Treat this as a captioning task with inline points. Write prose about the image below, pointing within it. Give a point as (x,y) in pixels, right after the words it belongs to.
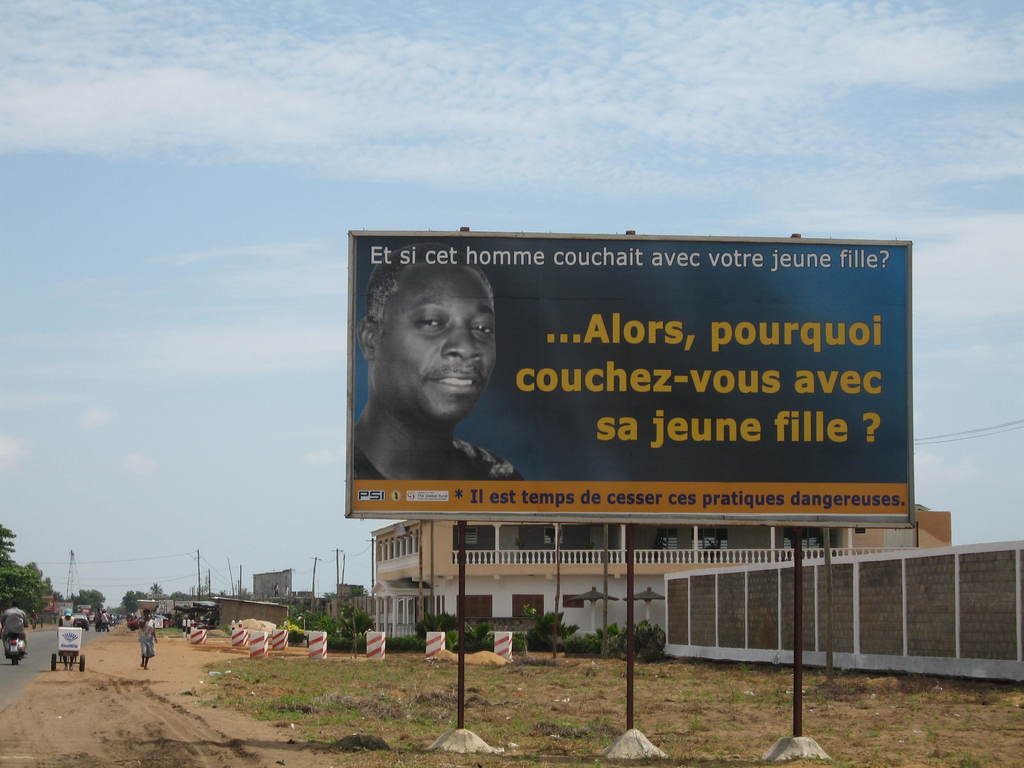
In this image I can see grass ground (645,670) and in the front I can three poles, a hoarding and on it I can see something is written. In the background (333,529) I can see number of trees (344,614), number of buildings (395,579), few more poles (606,624), wires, clouds (984,78) and the sky (252,283). On the bottom left side (7,625) I can see a road (23,691) and on it I can see few vehicles (81,644) and few people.
